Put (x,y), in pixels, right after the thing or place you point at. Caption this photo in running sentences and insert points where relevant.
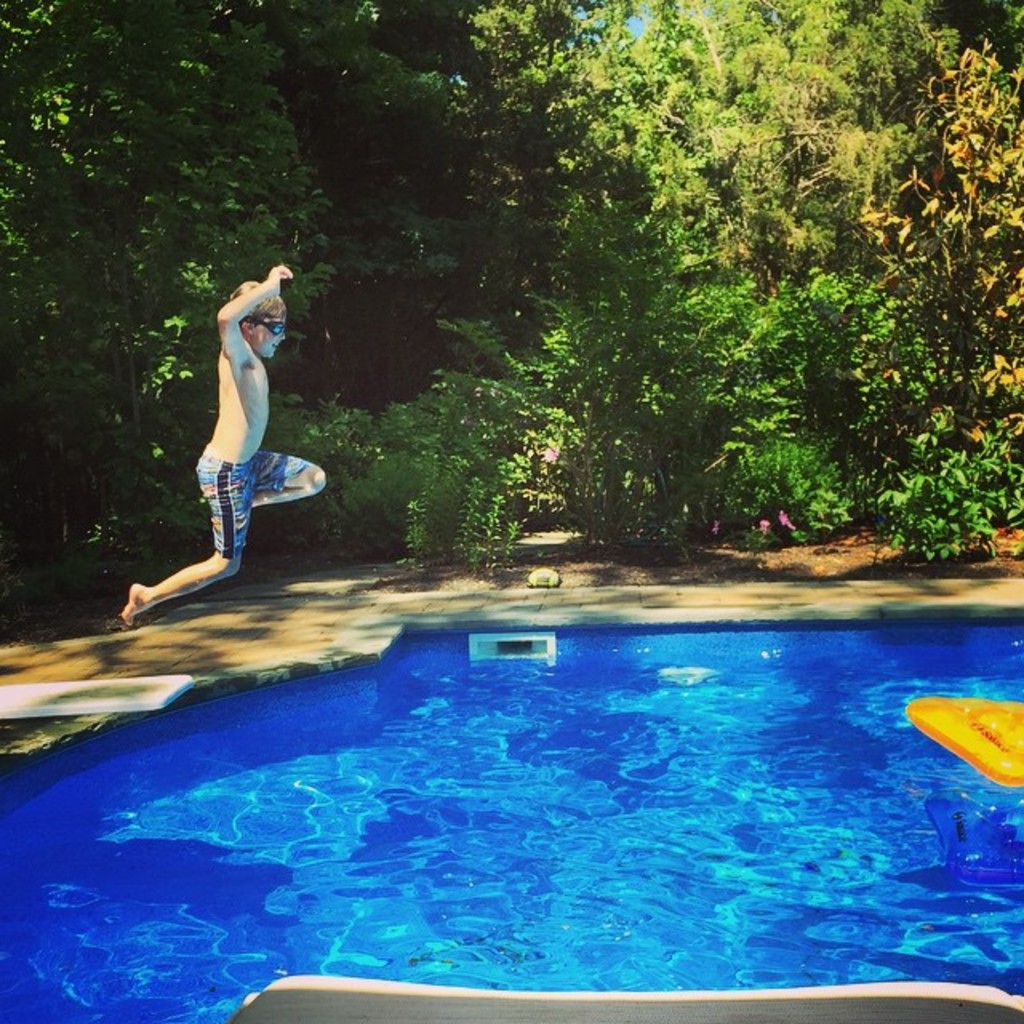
In the picture we can see a swimming pool (537,861) and a boy (179,579) jumping into it and around the pool (679,641) we can see plants (935,549) and trees (99,437).
